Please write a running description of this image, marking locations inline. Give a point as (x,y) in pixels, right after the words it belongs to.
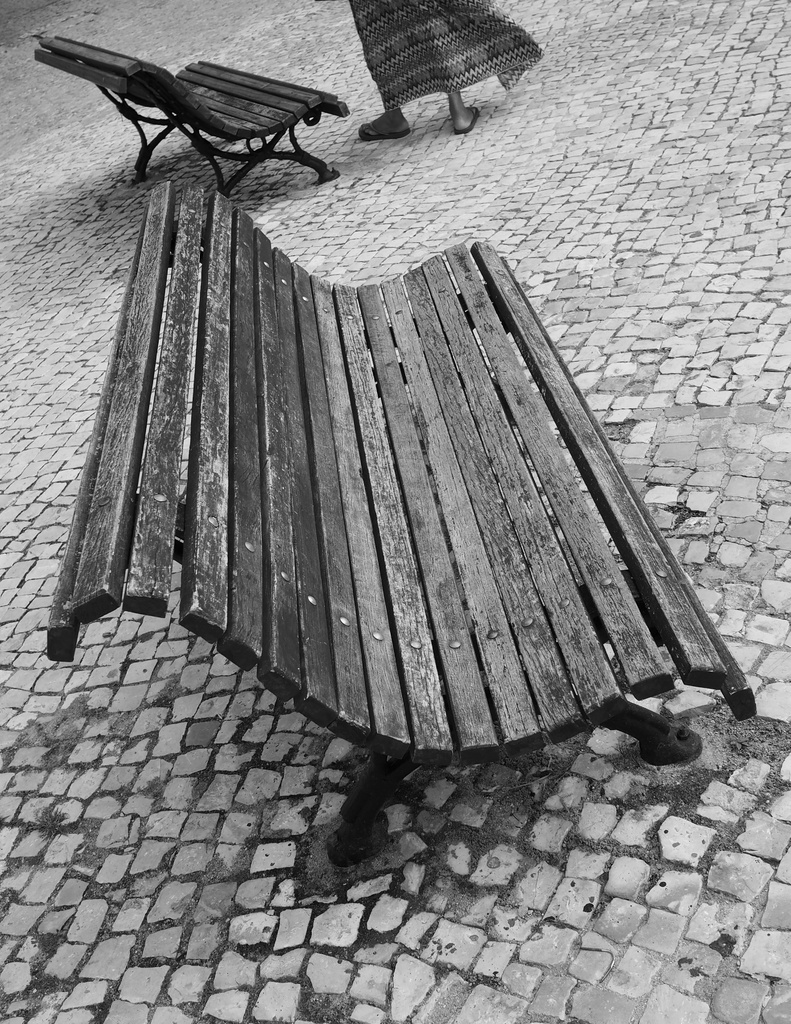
This is a black and white picture. Here we can see two benches (397,736) and legs (464,115) of a person (453,115).
